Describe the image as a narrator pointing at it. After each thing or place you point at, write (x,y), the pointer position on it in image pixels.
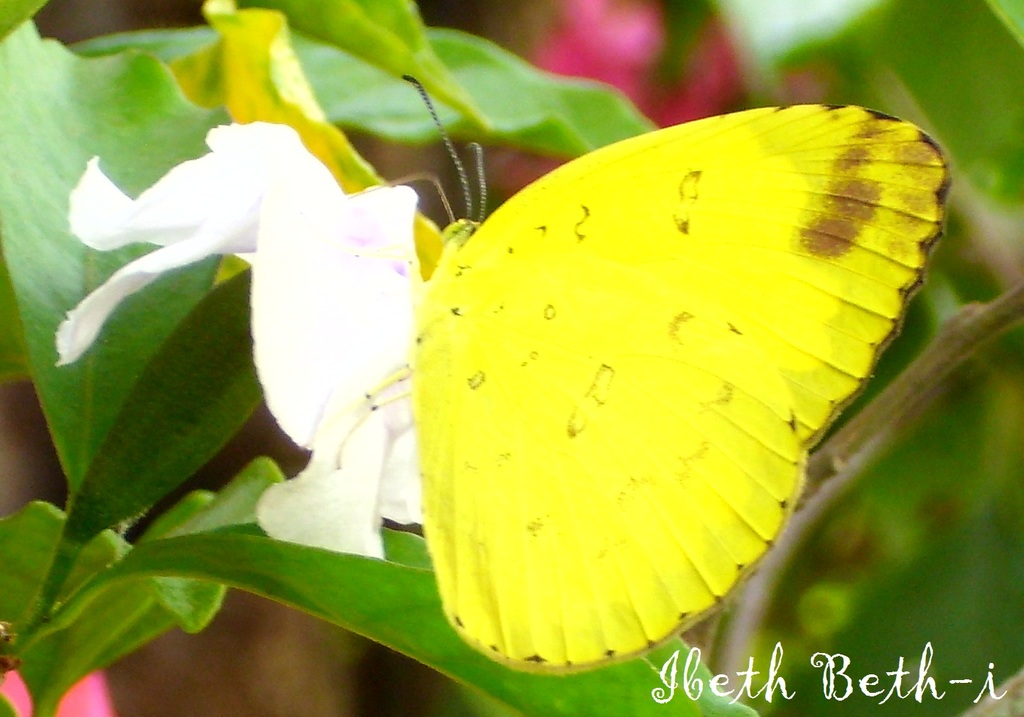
In this picture I can observe butterfly (473,403) which is in yellow color. On the left side (214,264) I can observe white color flower (259,328) and a plant (110,414). On the bottom right side (766,671) I can observe text (751,673).
